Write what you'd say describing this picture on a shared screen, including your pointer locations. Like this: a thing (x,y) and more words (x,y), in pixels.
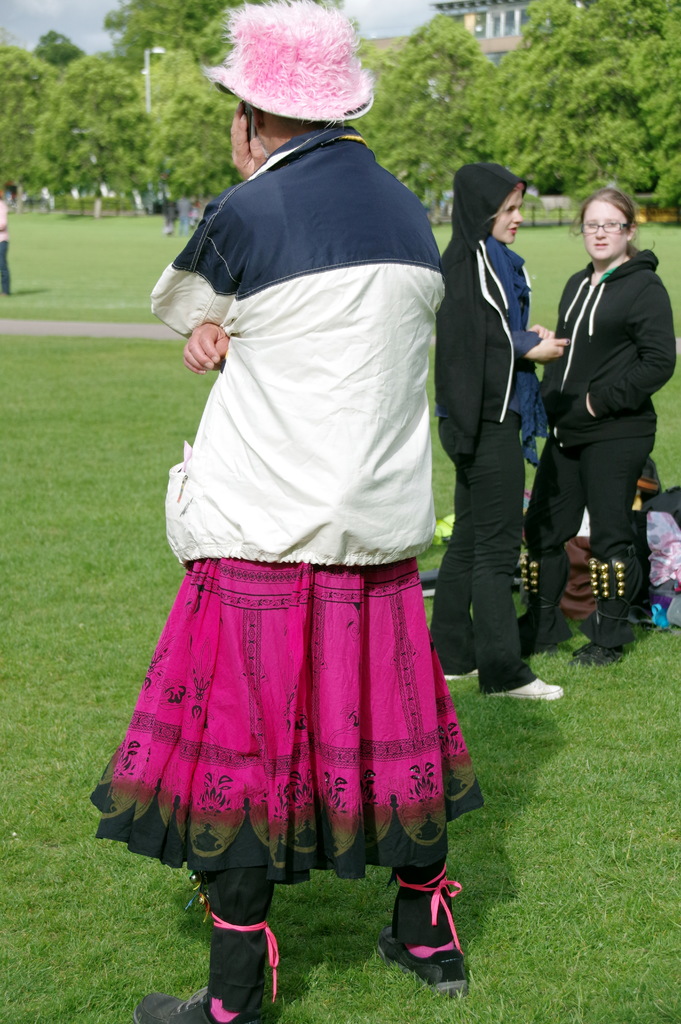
In the center of the image (339,504) we can see people (470,386) standing. At the bottom (575,808) there are clothes (619,636) and grass (498,962). In the background (660,94) there are trees (470,73), building (463,17) and sky (79,18).
